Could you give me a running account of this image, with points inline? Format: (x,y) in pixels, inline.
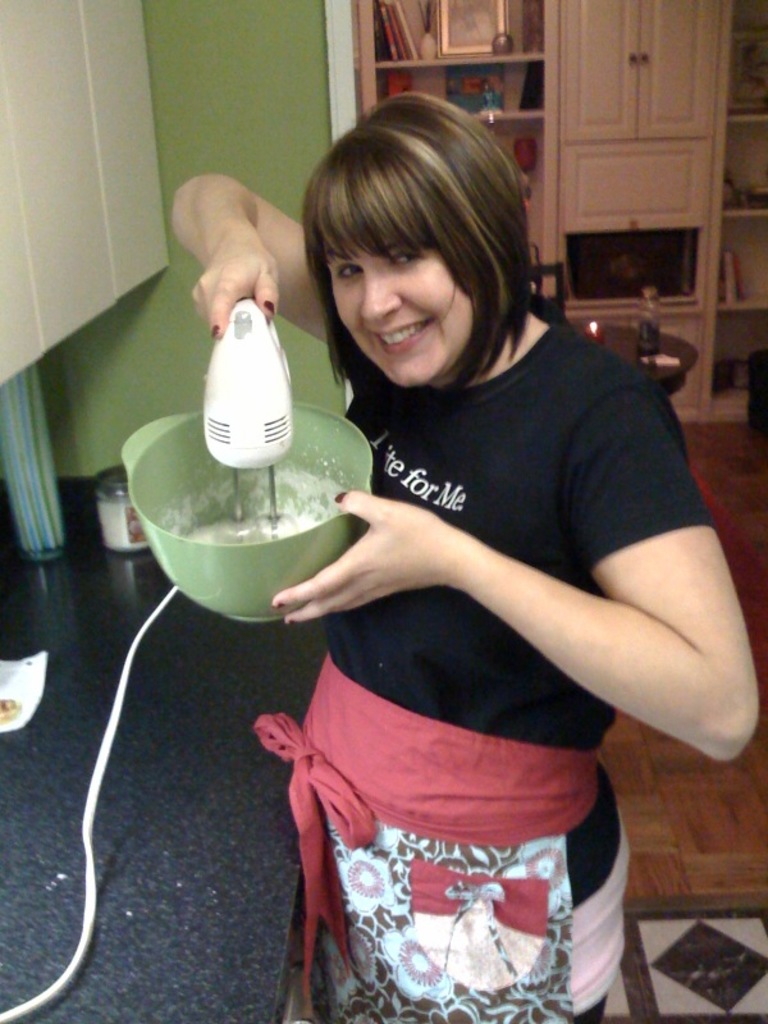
In the center of the image (276,517), we can see a lady (347,684) holding a blender machine (235,514) and in the background (366,100), there are cupboards (609,88), frames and a bottle (652,343) and a light (593,334) on the table (614,345) and we can see some other objects (61,537) on the counter table (120,815). At the bottom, there is floor (678,833).
